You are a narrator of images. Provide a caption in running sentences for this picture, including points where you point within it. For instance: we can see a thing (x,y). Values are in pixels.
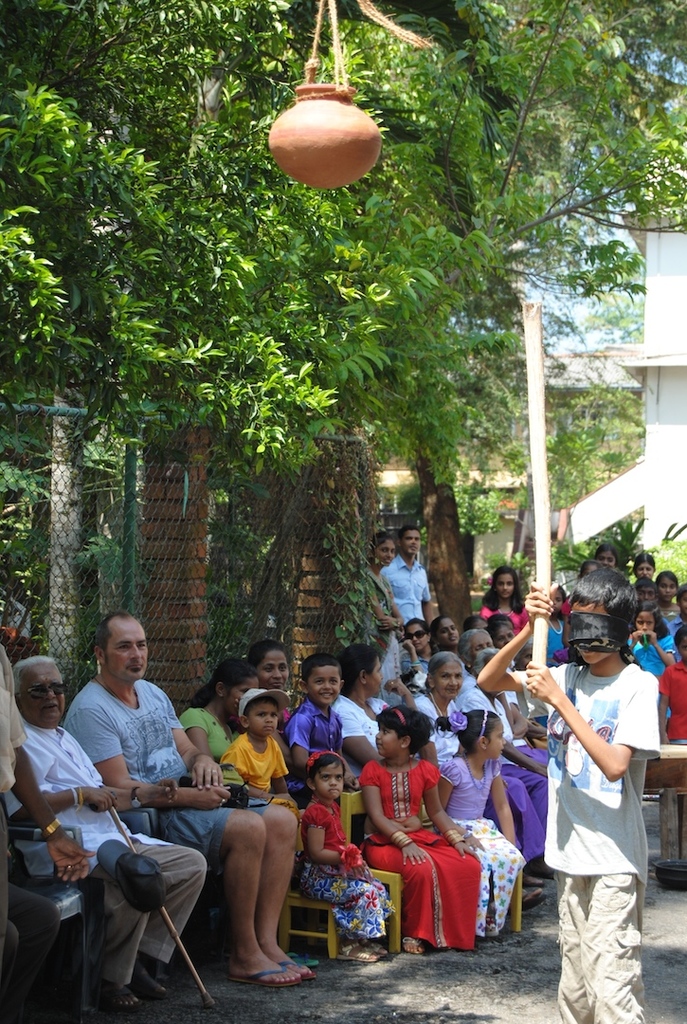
In this image we can see men (216,795), women (379,701) and children (248,774) are sitting. Behind them, fencing (120,511), buildings (684,303) and trees (427,229) are there. One boy (608,786) is standing on the right side of the image (619,818). He is wearing white t-shirt (590,833), track (596,981) and holding wooden bamboo (539,564) in his hands (536,685). We can see a pot (333,129) at the top of the image (333,132).
